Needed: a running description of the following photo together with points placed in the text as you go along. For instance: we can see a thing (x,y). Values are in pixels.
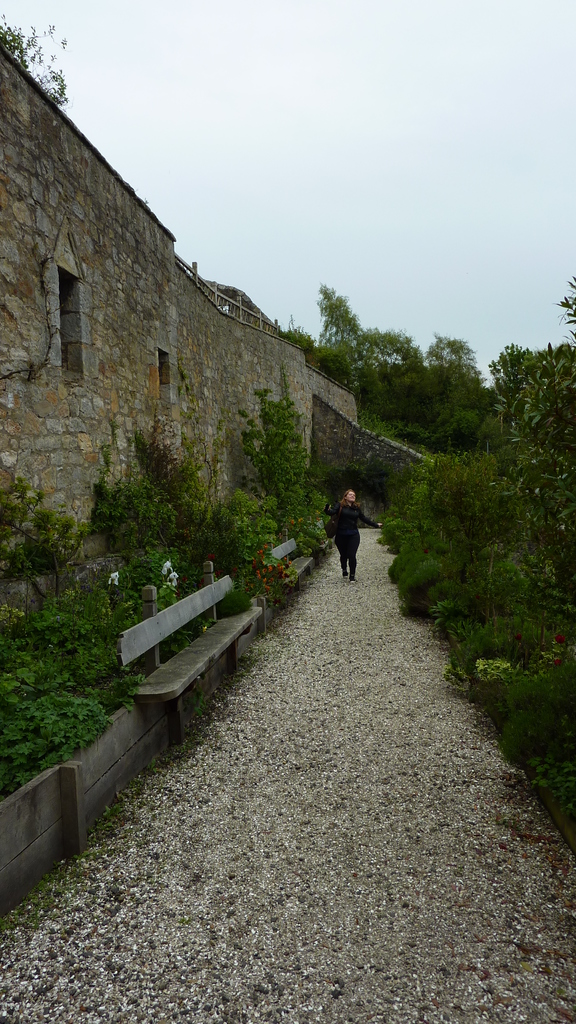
In the image there is a long wall (242,401), in front of the wall (75,510) there are some plants (251,505) and beside the plants (308,537) there are two benches (282,556), there is a woman (353,552) in between the path (315,695) of trees (460,546) and wall (75,566).
